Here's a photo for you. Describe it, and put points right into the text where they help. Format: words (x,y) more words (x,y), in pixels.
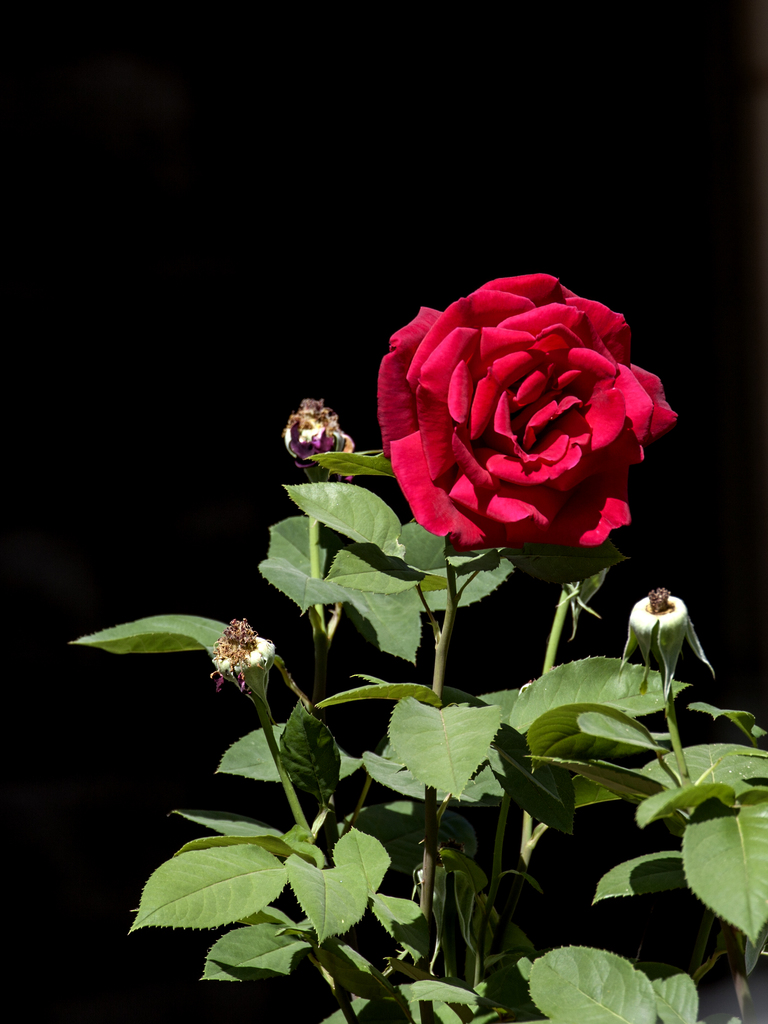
In this picture we can see a red color rose flower (527,455) and some leaves (425,780) here, we can see a dark background (347,188).
